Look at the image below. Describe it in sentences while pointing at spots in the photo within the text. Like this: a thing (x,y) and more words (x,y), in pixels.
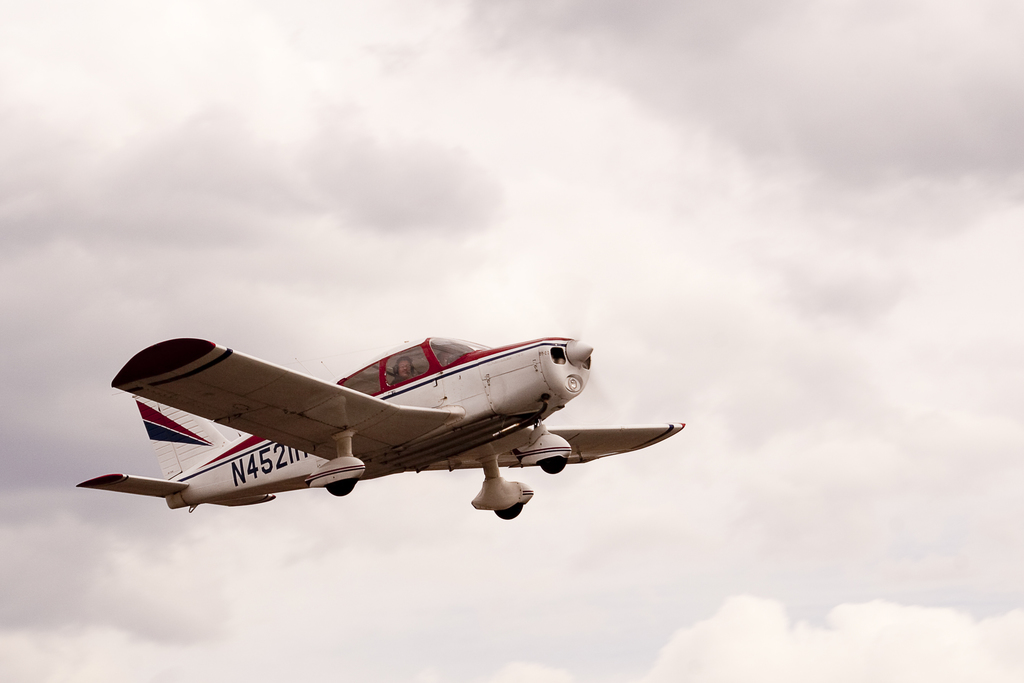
In the foreground of this image (401,453), there is an airplane (368,456) in the air (678,111). In the background (672,129), there are clouds (680,206).
